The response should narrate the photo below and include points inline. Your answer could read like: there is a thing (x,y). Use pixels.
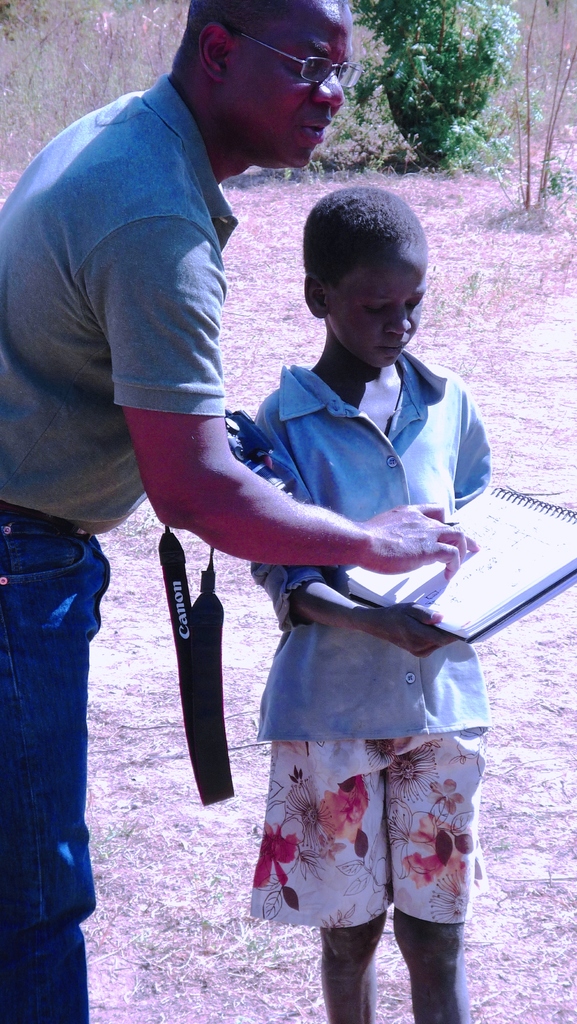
In this image on the left side (172,332) there is a man (146,378) standing and holding a camera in his hand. In the center (348,492) there is a boy (393,505) standing and holding a book (487,577) in his hand (369,621). In the background (403,94) there is a tree (412,80).
